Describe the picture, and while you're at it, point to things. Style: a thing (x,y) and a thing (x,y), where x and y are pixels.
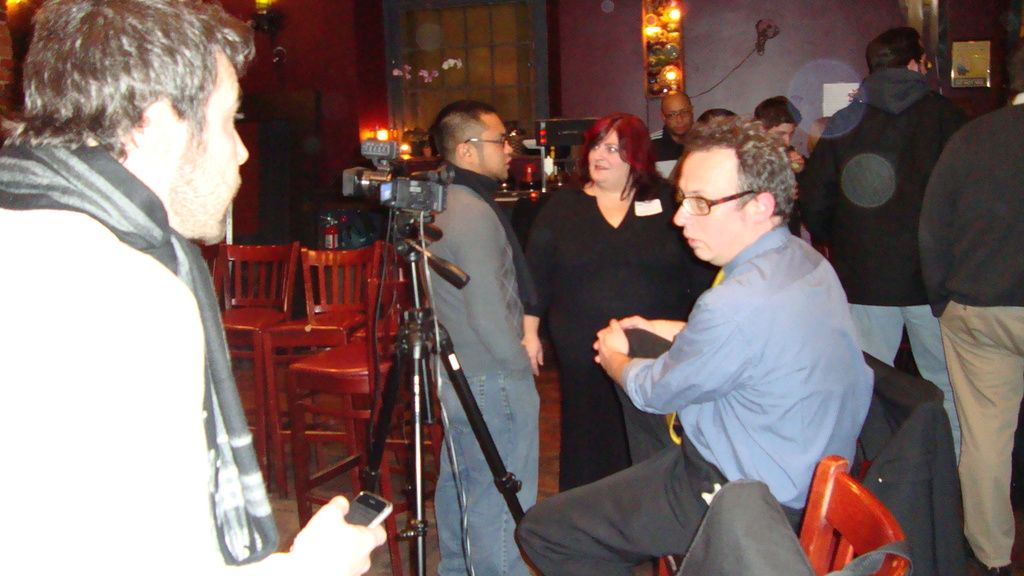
This picture is clicked inside. On the right (746,304) there is a person (769,392) sitting on the chair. On the left (92,143) there is another person (158,328) holding a mobile phone (355,517) and seems to be standing and there is a camera (396,195) and a microphone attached to the stand (399,344). On the left (282,253) we can see many number of wooden chairs (302,335). On the right (684,125) we can see the group of people (889,155) standing on the ground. In the background (596,59) there is a wall (628,39), lights (674,47) and many other objects (419,148).
